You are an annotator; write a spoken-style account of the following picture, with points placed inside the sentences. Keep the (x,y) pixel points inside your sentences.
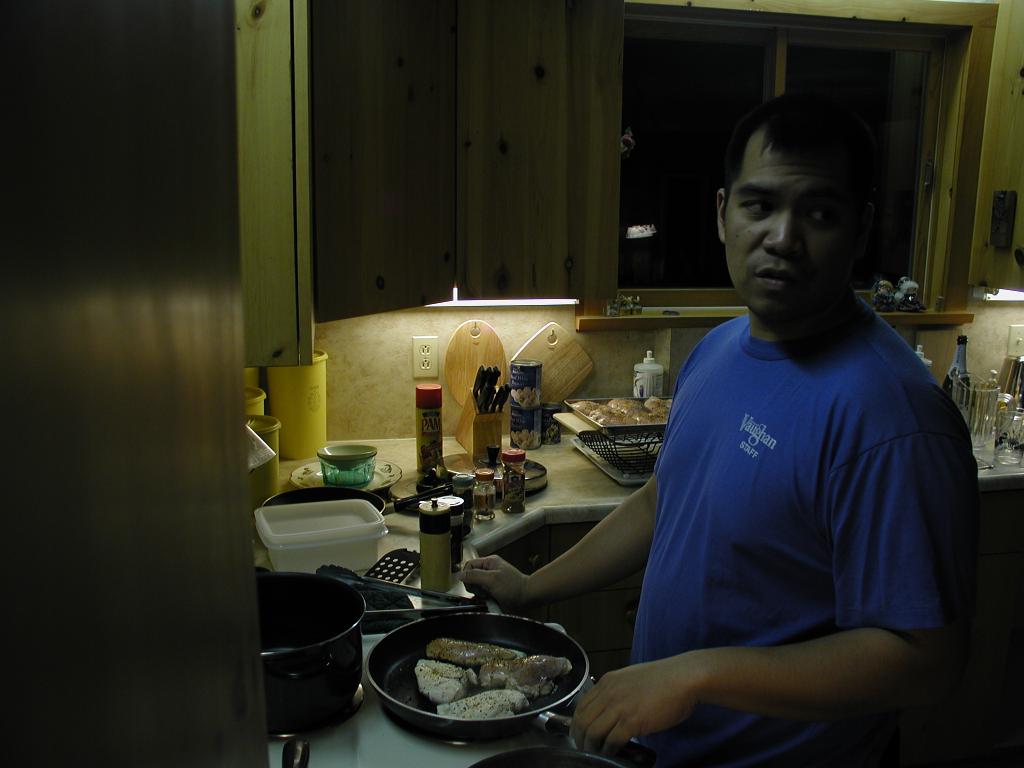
In the foreground (745,511), I can see a person (824,623) is standing on the floor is holding a pan (632,750) in hand (669,721), in which I can see food items (496,665). In the background (408,548), I can see a cabinet (625,496) on which jars (423,579), bottles (451,539), trays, kitchen tools (391,572), some objects (427,457) are kept, cupboard (444,191), shelves (492,270) and a wall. This image taken, maybe in a room (714,531).
